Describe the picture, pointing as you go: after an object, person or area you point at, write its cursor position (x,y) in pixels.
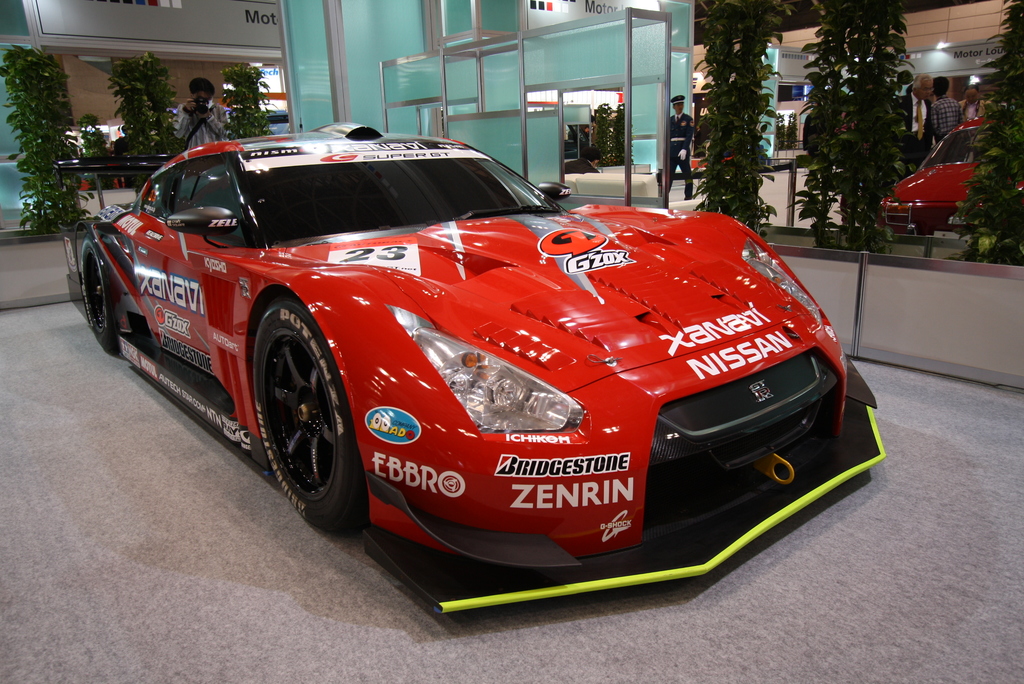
In this picture we can see the plants (72,186), people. We can see a man (197,128) is holding a camera (195,106) and taking a snap. This picture is mainly highlighted with a car (467,358) on the floor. We can see the railing (886,295), glass walls (408,53), car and the boards (261,26).
